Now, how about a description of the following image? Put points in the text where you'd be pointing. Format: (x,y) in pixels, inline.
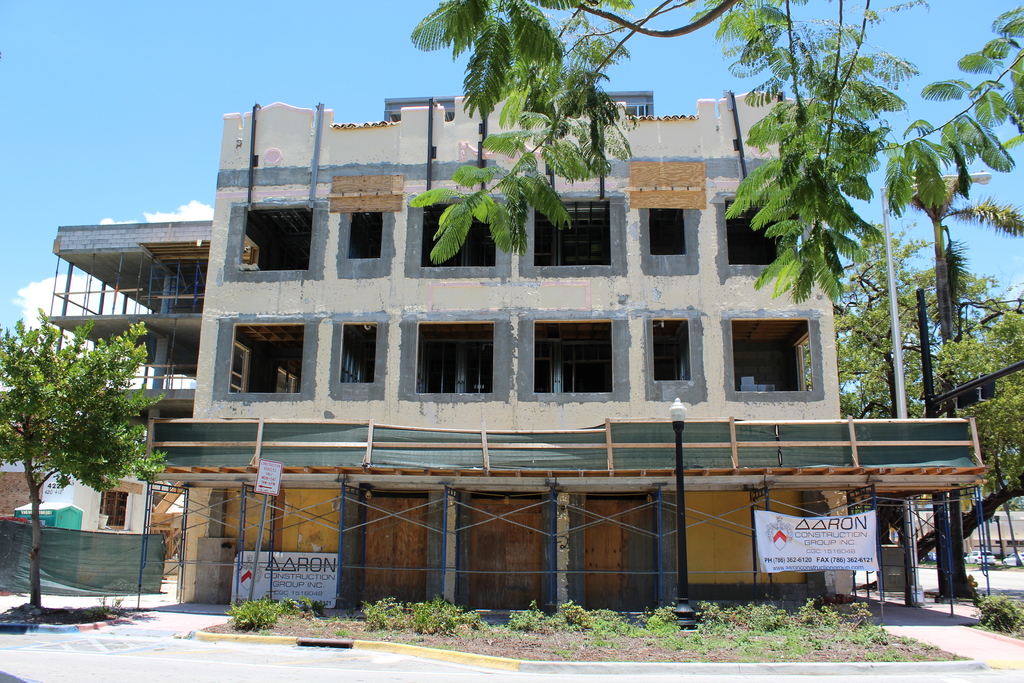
In this picture we can see constructing building (524,390), trees (68,399) and vehicle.
